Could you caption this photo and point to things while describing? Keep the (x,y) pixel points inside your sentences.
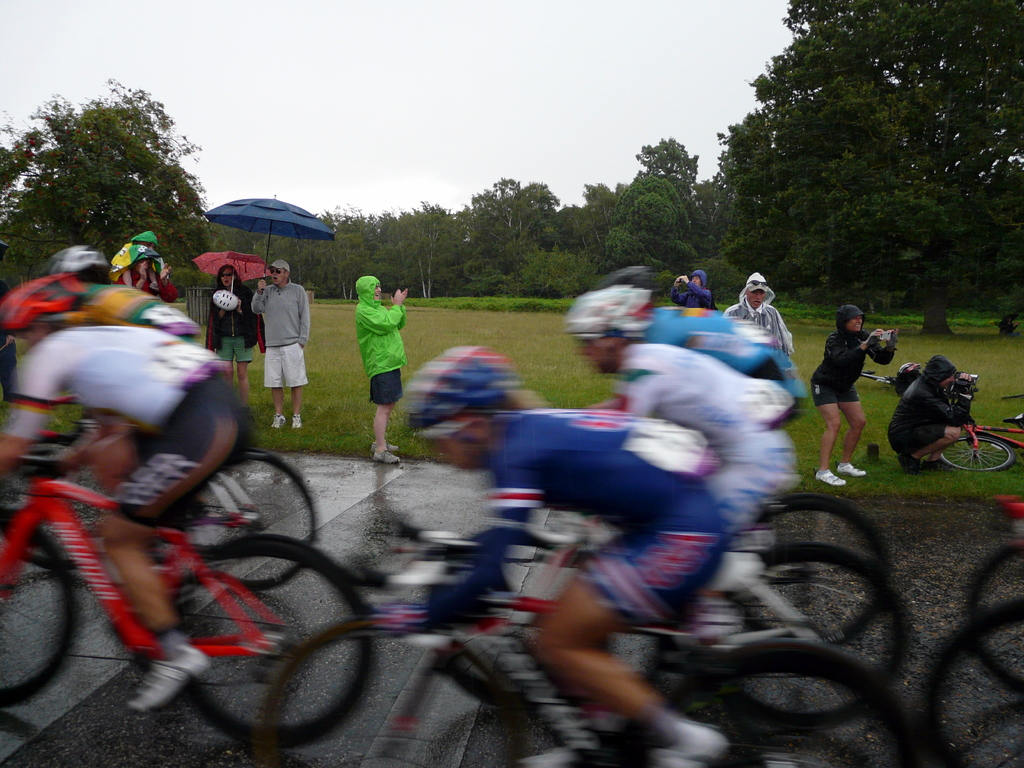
In this image there is a road (830,620), on that road (311,630) bicycles (836,570) are moving, in the background (287,376) there are people (297,318) standing on grass (447,324) and there are trees (679,199) and there is a sky (469,78).
